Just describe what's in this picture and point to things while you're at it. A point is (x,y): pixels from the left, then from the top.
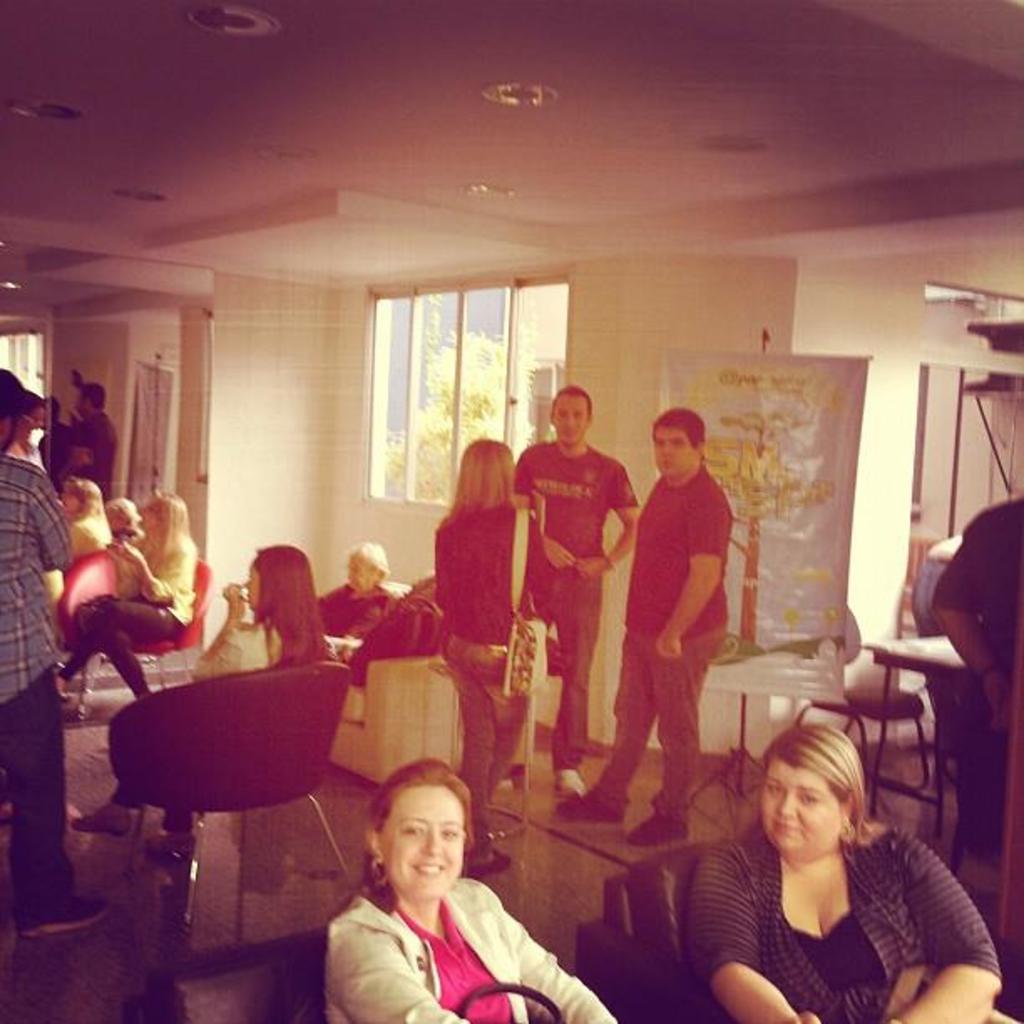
In this picture there are a group of people (561,518) standing here and some people (143,512) are sitting here these two women (738,971) are sitting and smiling is a banner (763,483) over here and there is a wall (261,432) here on to the right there is a window (410,410).
